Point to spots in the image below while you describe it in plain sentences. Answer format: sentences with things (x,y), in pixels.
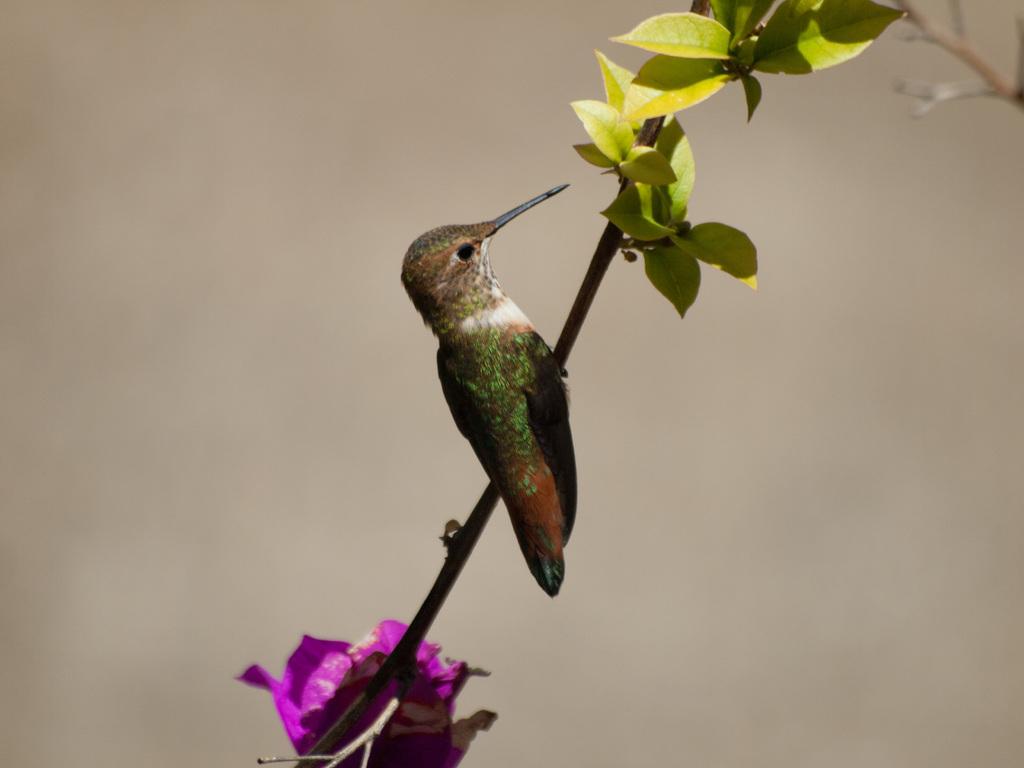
In the middle (522,409) a humming bird (515,346) is standing on the stem (560,346) of a plant (563,373). at the bottom (416,678) there is a flower (431,708) in purple color, at the top (588,127) there are leaves (690,192) of this plant (602,264).
